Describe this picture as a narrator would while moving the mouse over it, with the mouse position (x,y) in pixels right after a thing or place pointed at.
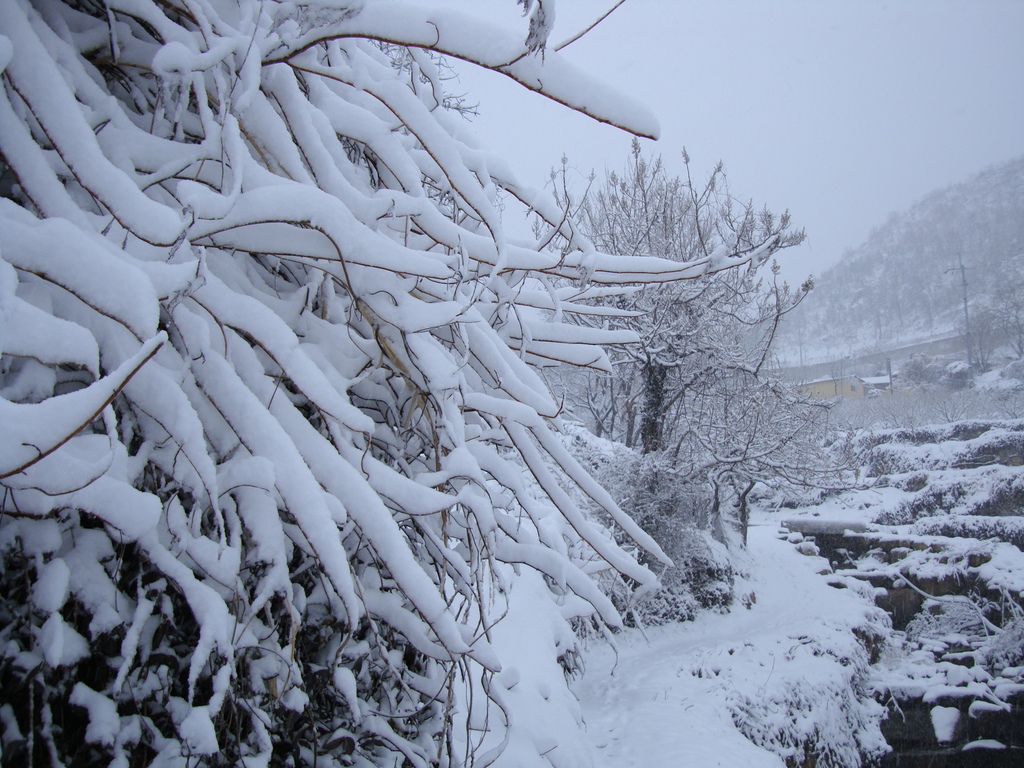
These are the trees (476,516) covered with the snow (566,436), at the top (847,63) it is the sky (849,85).
